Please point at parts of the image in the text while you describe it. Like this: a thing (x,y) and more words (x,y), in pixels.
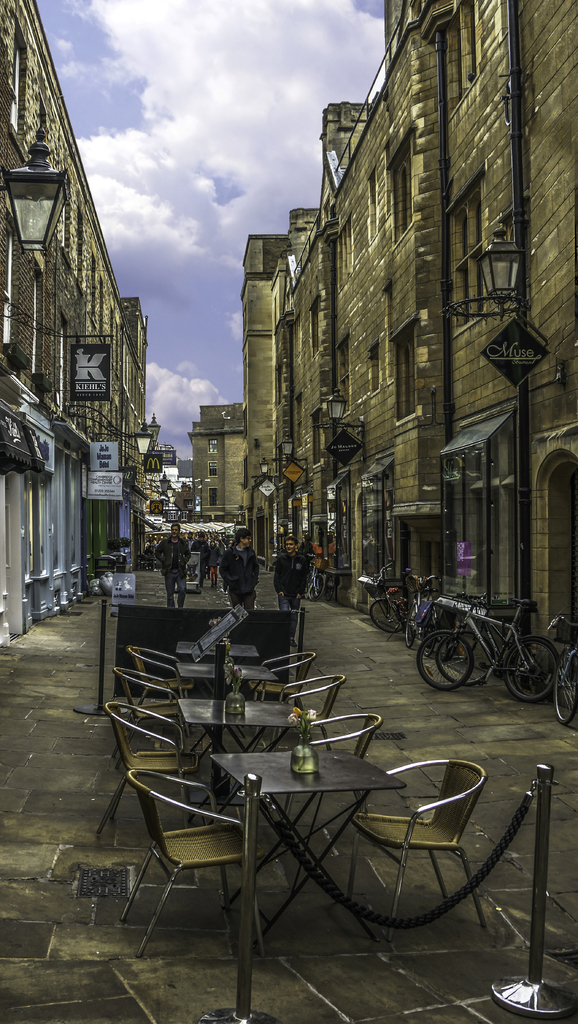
In this image there is a building (80,184) attached with lights (33,184) and board (81,385). And there are persons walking on the ground (283,844). And there are bicycles (434,655), Tables (258,764), Chairs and a pole (251,802) with a thread (303,865). And at the top (168,74) there is a sky (171,67).
